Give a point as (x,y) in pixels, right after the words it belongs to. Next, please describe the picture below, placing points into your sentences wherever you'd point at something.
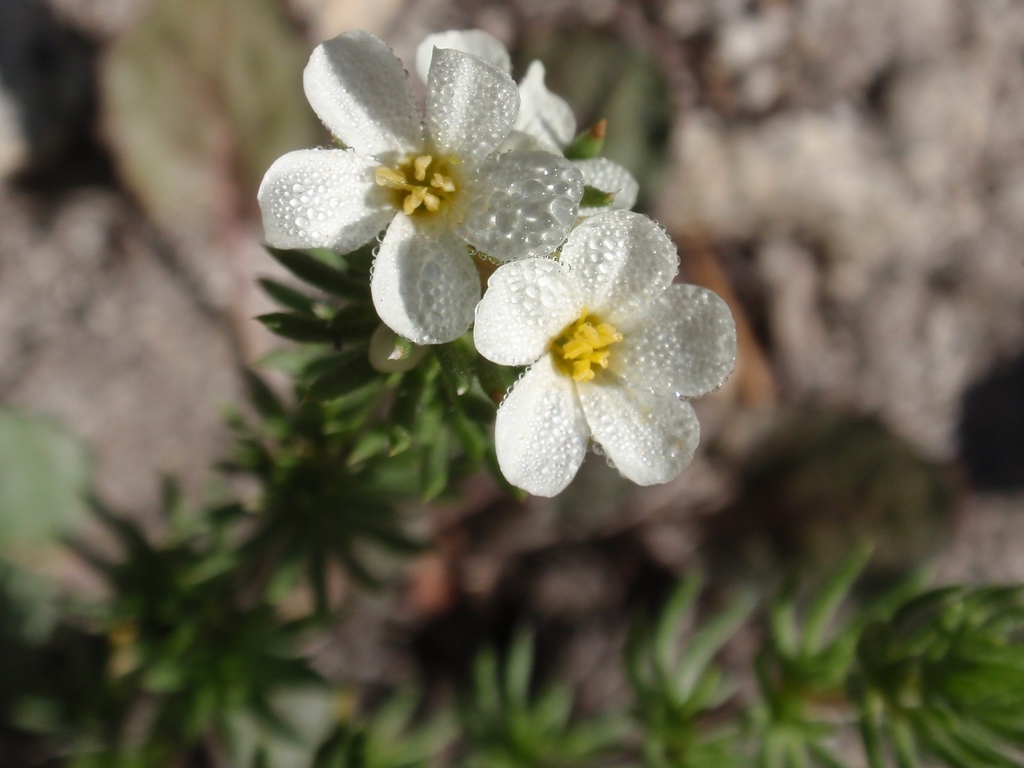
In this image we can see a plant (511,265) with flowers (443,212). Behind the flowers (460,229) there is a blurred background (209,296).
